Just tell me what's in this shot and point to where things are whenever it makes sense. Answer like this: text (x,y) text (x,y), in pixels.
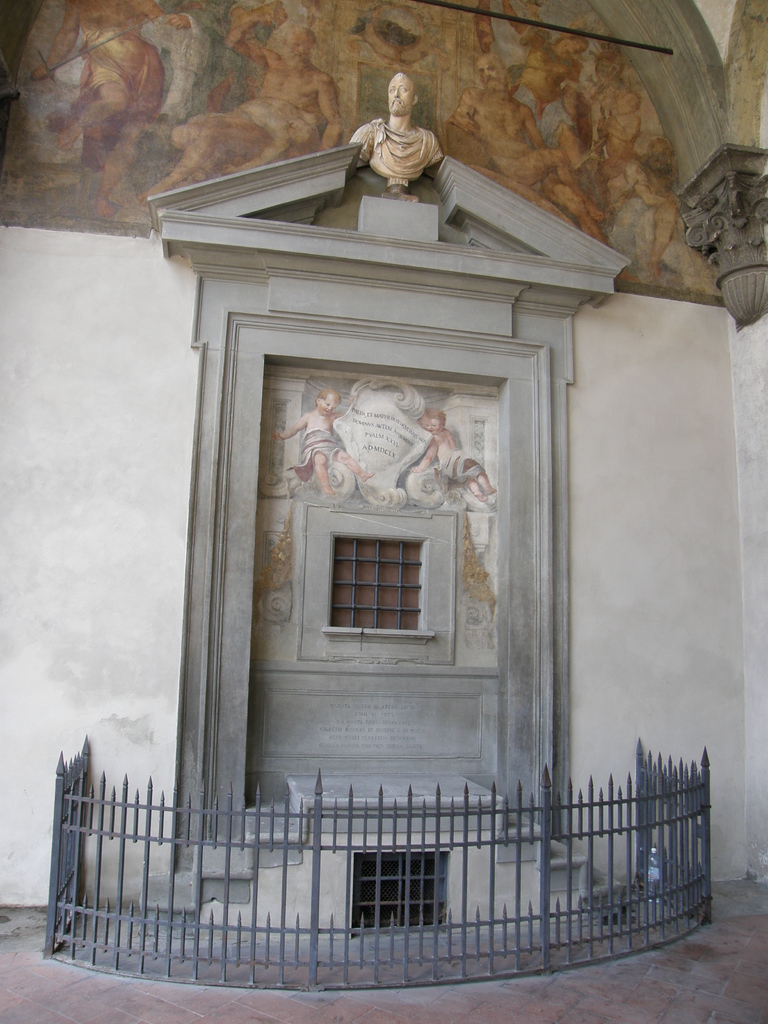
In this image we can see statue (412,132), building (151,445), window (401,590), paintings (568,161) on the walls (119,403) and a grill (68,792).
